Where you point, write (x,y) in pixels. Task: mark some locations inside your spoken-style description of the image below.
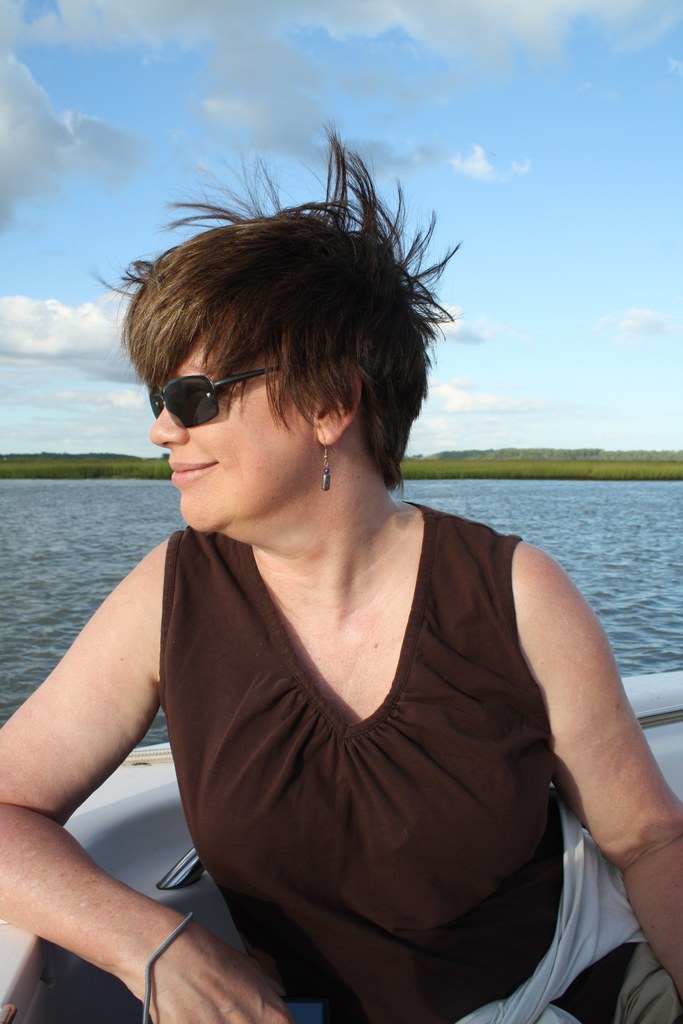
In this picture there is a woman (467,646) who is wearing goggles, earring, t-shirt (433,871) and trouser (632,1010). She is sitting on the boat (187,905). In the back (682,487) I can see the lake (645,642). In the background (455,469) I can see the trees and grass (618,473). At the top (461,81) I can see the sky (517,87) and clouds (81,361).
